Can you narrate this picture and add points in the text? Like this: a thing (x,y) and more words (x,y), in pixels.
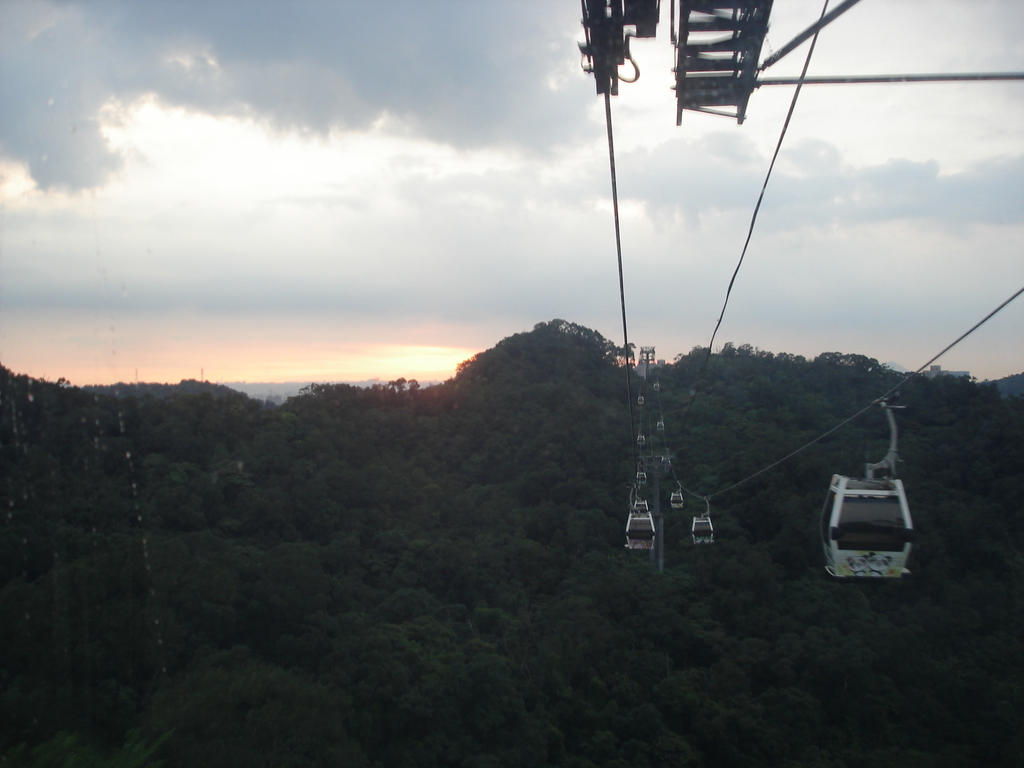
In this image there is a ropeway (708,503) and we can see trees (300,529). In the background (235,388) there are hills (263,395) and sky (434,353).
